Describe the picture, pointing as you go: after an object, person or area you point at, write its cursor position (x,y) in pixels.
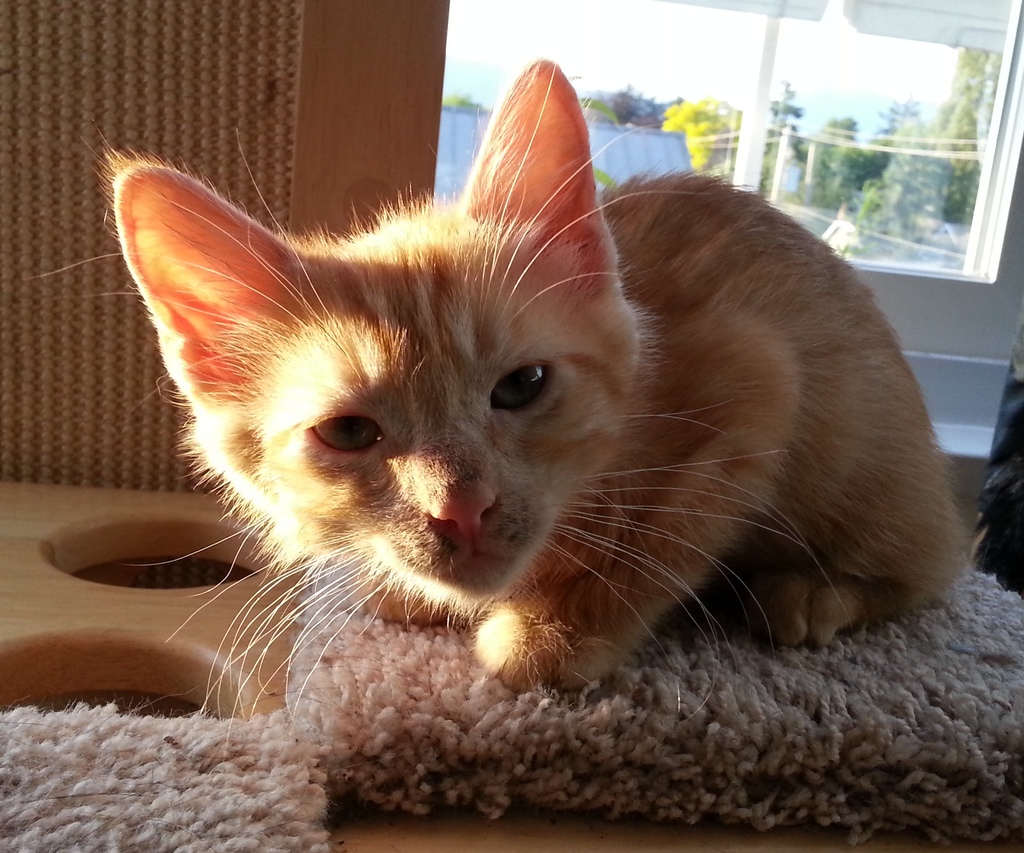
In this image I can see a kitten (542,471). On the right side (759,143) there is a glass window (759,129), outside this there are trees (881,159).
